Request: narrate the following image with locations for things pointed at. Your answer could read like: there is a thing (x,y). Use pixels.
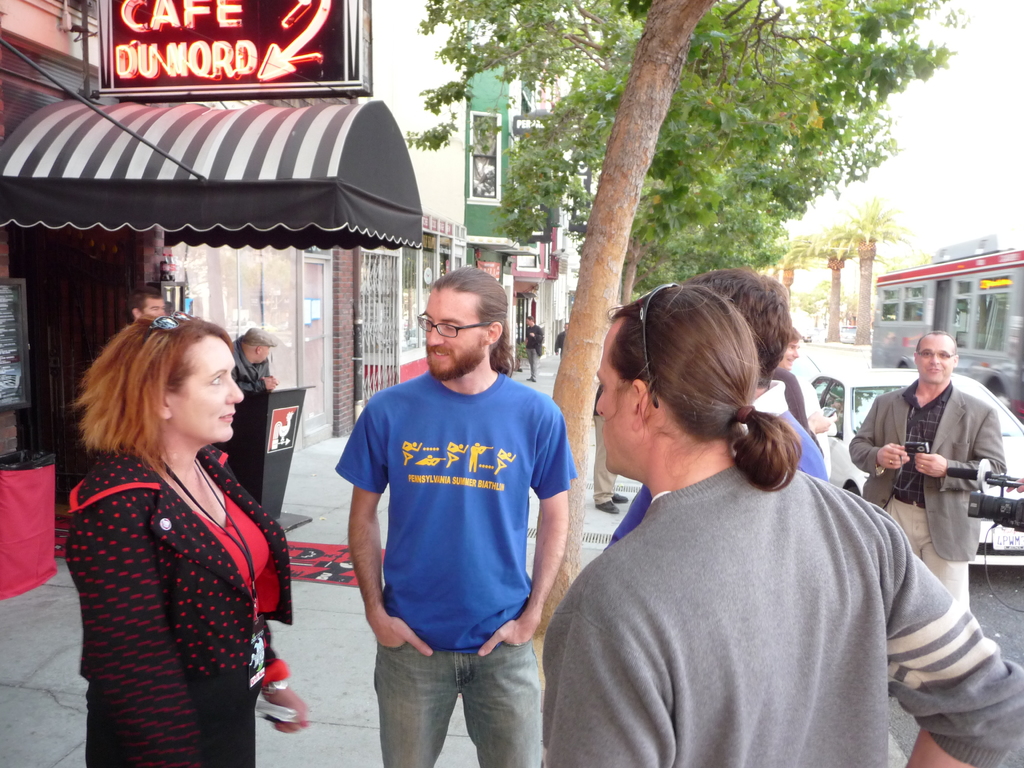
In this picture I can see group of people (554,548) are standing on the ground (588,505). On the right side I can see vehicles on the road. On the left side (237,240) I can see buildings (294,238). In the background (659,189) I can see trees (646,249) and sky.
